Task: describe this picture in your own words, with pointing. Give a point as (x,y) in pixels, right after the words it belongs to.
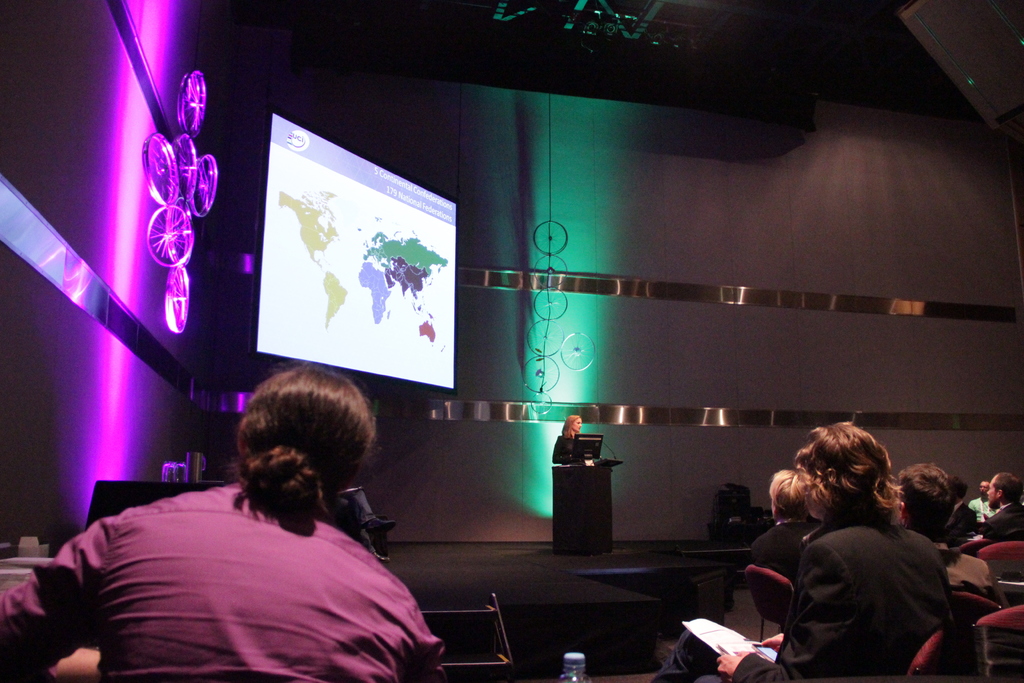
At the bottom (255,492) I can see a group of people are sitting on the chairs (766,587) and one person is standing on the stage (620,546) in front of a table (581,483). In the background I can see a screen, metal rods (585,278), focus lights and a rooftop (447,43). This image is taken may be in a hall (529,456).
